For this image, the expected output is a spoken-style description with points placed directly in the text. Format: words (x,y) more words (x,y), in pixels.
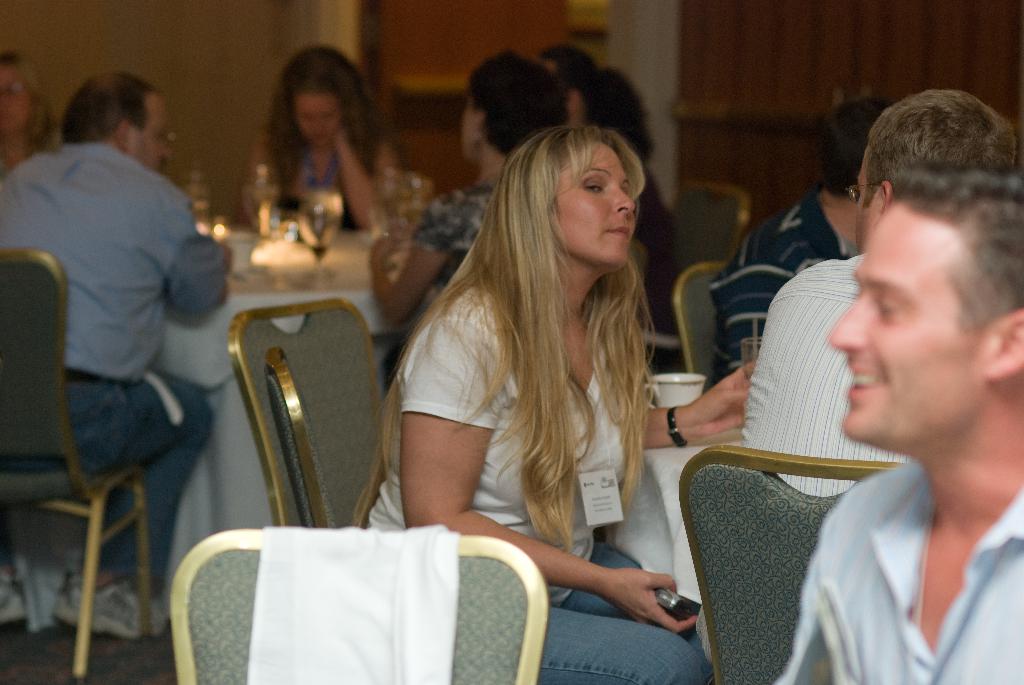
In this picture, we can see a group of people (542,334) sitting on chairs (687,351) and in front of the people (436,372) there are tables (313,284) and on the tables (658,453) there is a cup (663,404), glasses (263,229) and other items (287,259). Behind the people (151,234) there is a wall (195,92).
